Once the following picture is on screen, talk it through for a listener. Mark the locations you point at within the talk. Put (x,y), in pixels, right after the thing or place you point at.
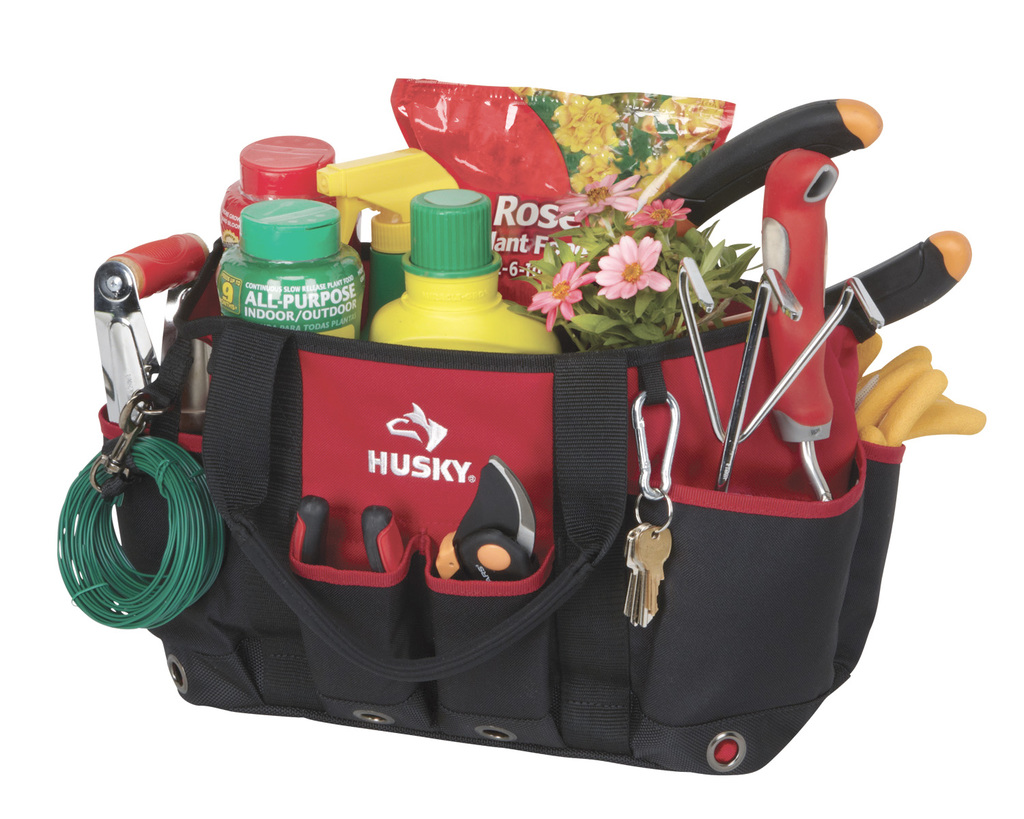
This is the picture of a bag (519,594) in which there are some things (450,204) placed bottle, flowers (609,304), wire (205,475) and keys (636,590).
